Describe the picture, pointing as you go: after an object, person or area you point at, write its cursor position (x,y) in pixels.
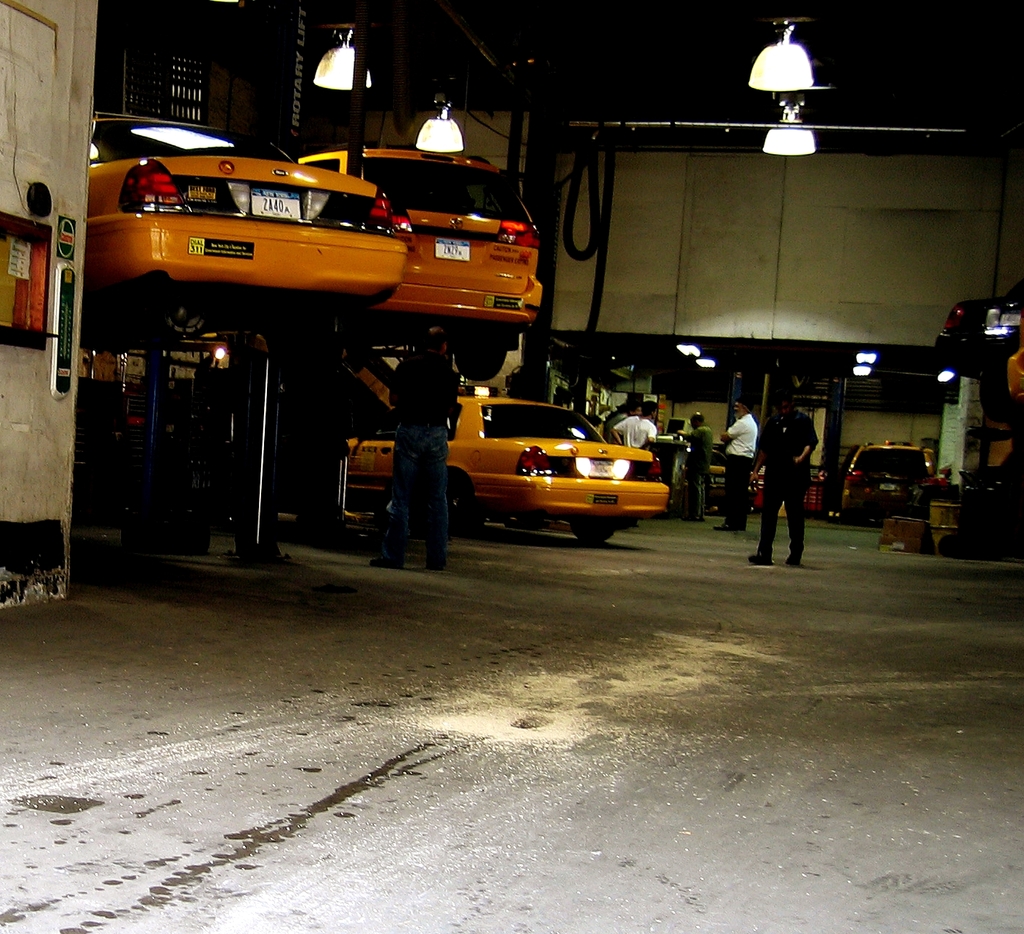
This picture shows few cars (865,494) and few people (794,438) standing and we see lights (782,131) hanging to the ceiling (564,41), couple of cars (385,186) lifted up and picture looks like a garage (419,606).
